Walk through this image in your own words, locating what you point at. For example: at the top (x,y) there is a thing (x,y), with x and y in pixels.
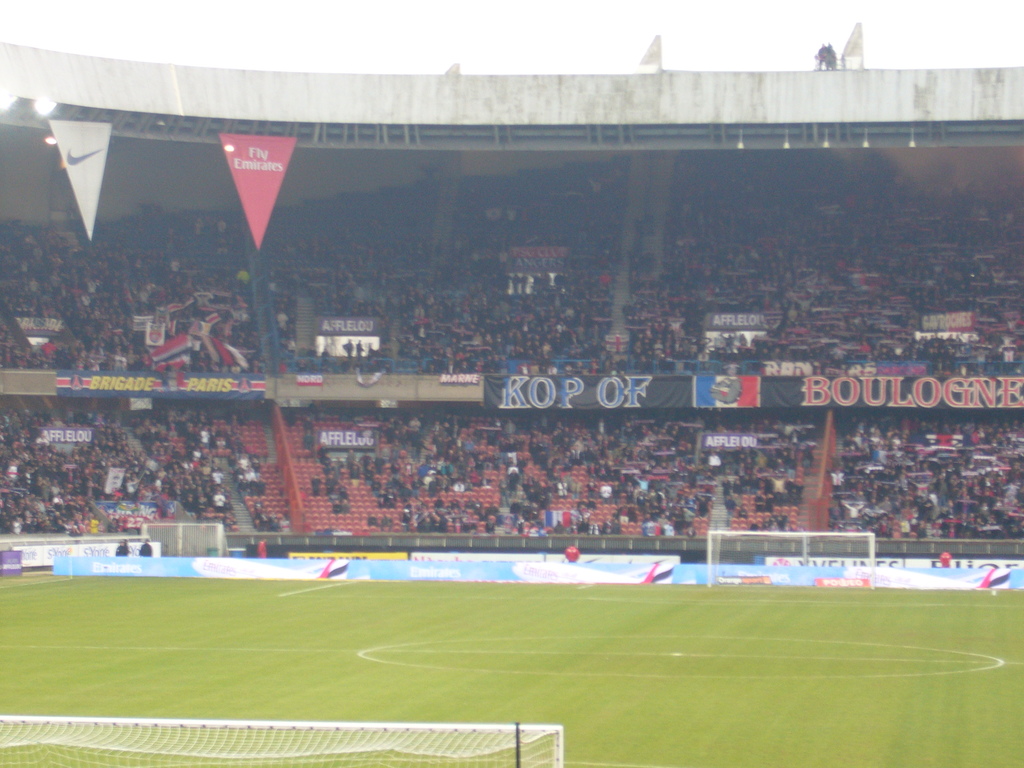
This is clicked inside a stadium (240,87), the floor (74,649) is of grass (602,652) with goal post (454,735) on either side of it and in the back (419,459) there are many people (190,459) sitting on the chairs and there are many ad banners (577,393) in the middle (565,389) and above its sky (281,47).
